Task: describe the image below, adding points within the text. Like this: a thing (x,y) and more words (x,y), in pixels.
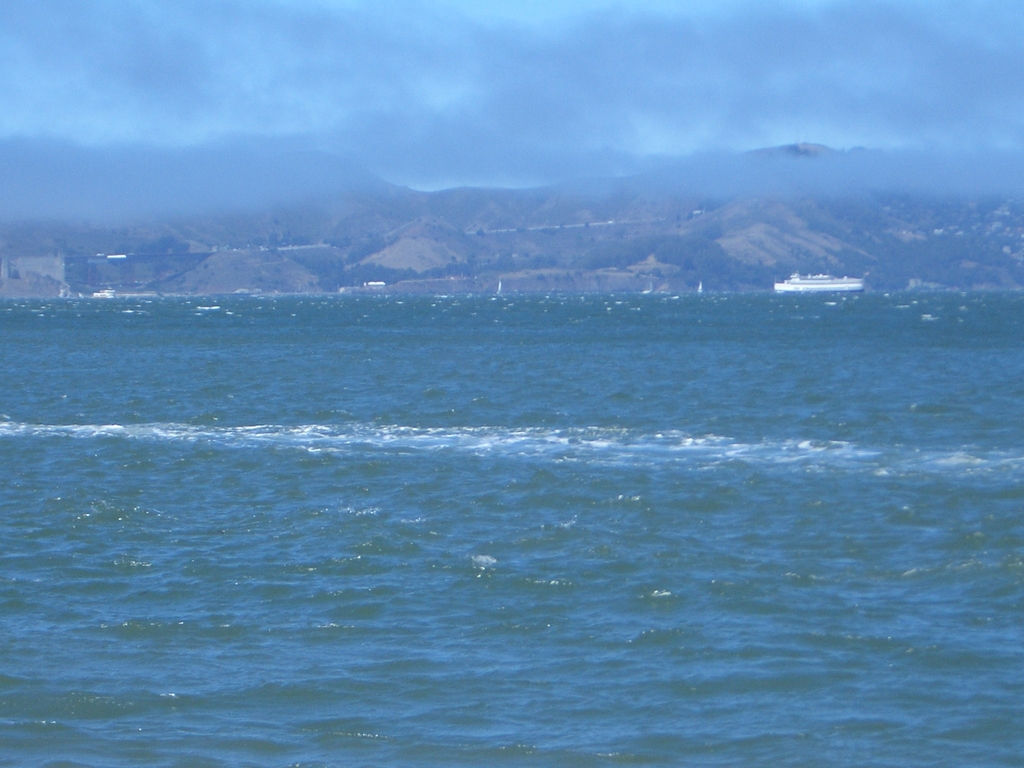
In this picture we can see a boat (809,283) on water (545,464), mountains (494,197) and in the background (746,68) we can see the sky (665,68) with clouds (579,130).
